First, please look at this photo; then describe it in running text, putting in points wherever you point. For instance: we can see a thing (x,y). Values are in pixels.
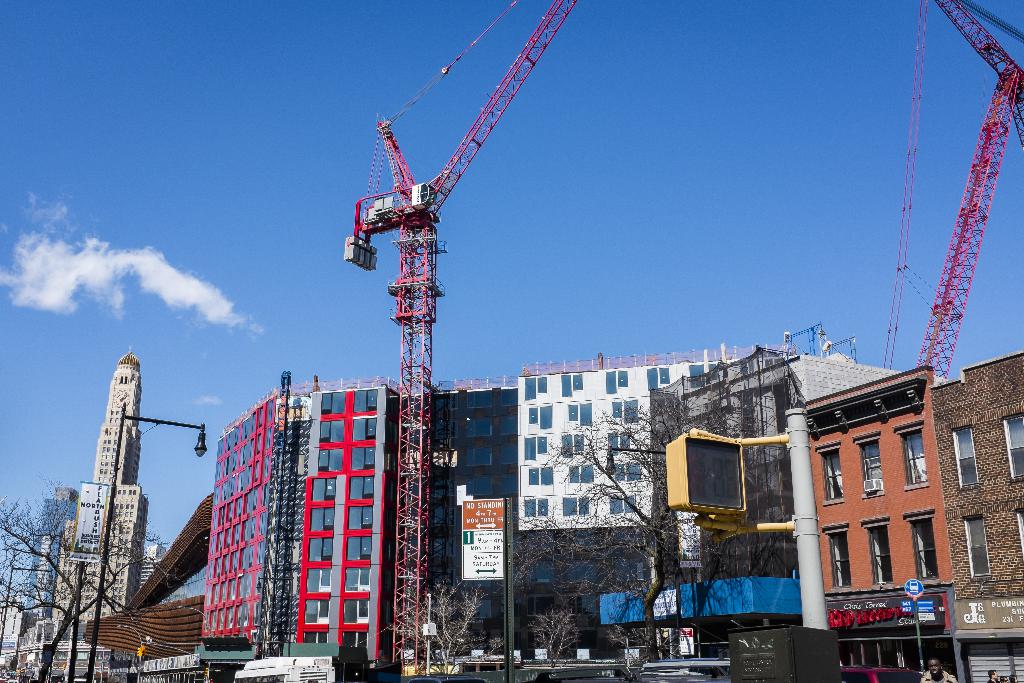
This picture is clicked in the city (529,399). Here, we see a tower (415,447) in red color. There are many buildings (262,466). Beside the tower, we see a white board (478,559) with some text (485,554) written on it. We even see street lights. There are trees (551,628) beside the buildings (763,505). At the top of the picture (522,122), we see the sky (582,159), which is blue in color.
